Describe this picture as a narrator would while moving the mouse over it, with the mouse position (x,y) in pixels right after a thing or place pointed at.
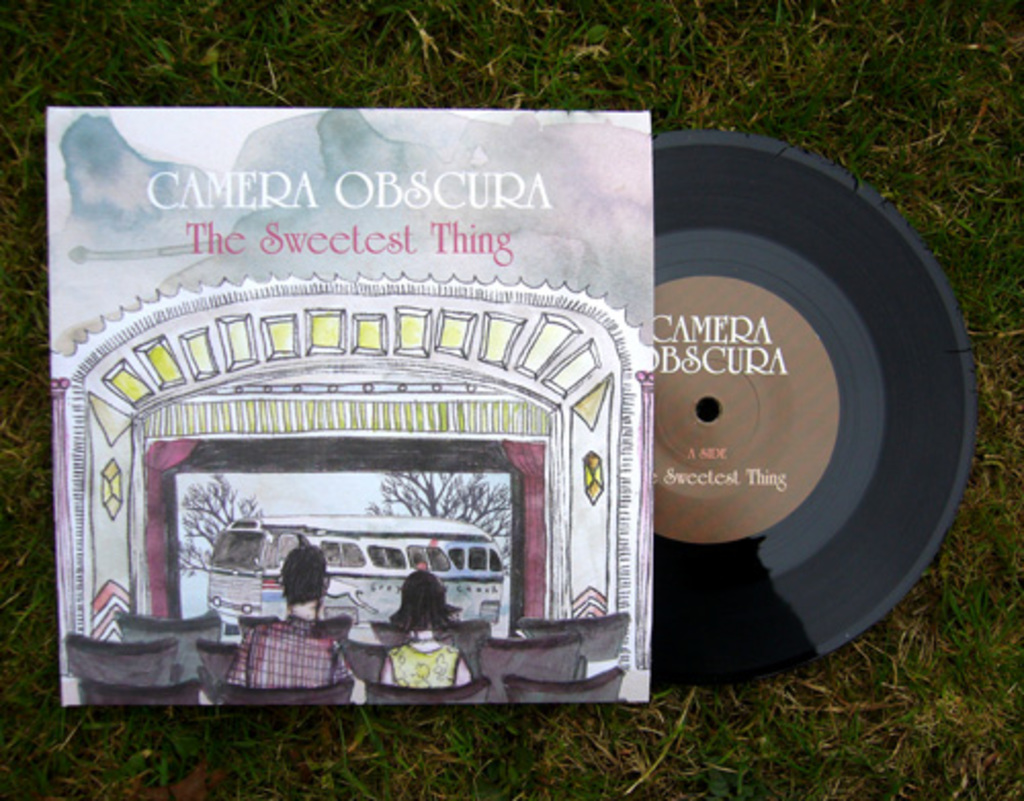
In this image I can see the disc (760,355) and the disc-cover (308,551). These are on the grass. On the disc-cover (281,667) I can see the two people (298,655), vehicle (278,608), tree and something is written.
